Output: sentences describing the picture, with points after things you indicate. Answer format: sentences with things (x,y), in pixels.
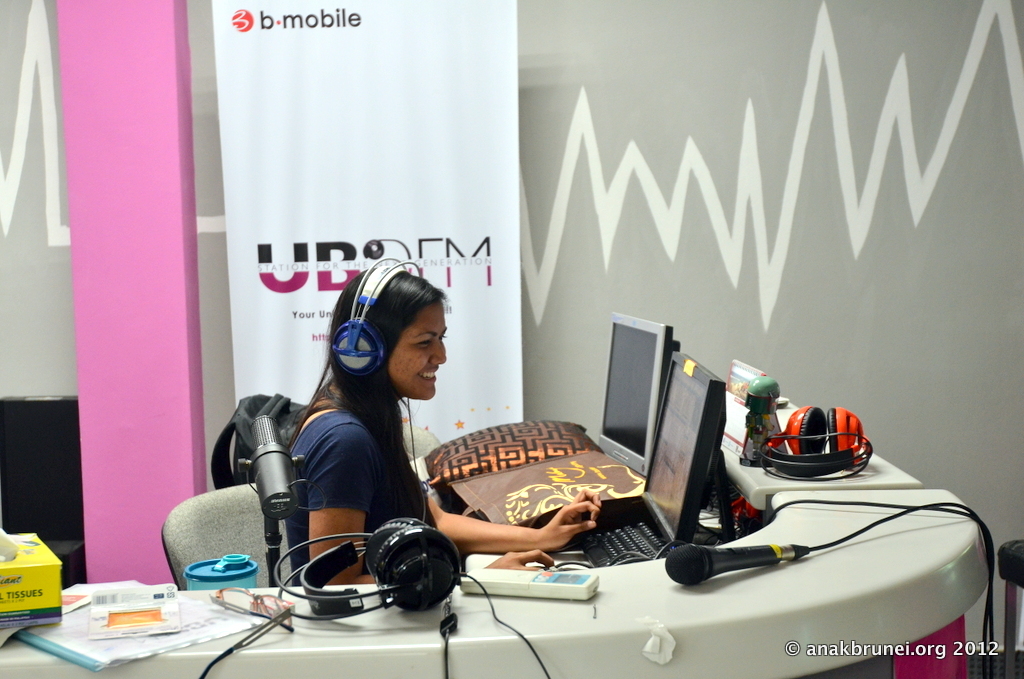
In the foreground of the picture (523,441) we can see a woman (378,500) sitting in the chair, in front of her there is a desk (754,541), on the desk (460,665) there are desktops (657,503), headphones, mics (737,564), cable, papers (81,631), tissues (43,570), bags (543,478), bottle (252,580), backpack (297,416) and various objects (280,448). In the center of the picture (402,235) there is a board (353,180). In the background (699,112) it is wall (740,159). On the right (1012,599) there is a stool (1012,606).
